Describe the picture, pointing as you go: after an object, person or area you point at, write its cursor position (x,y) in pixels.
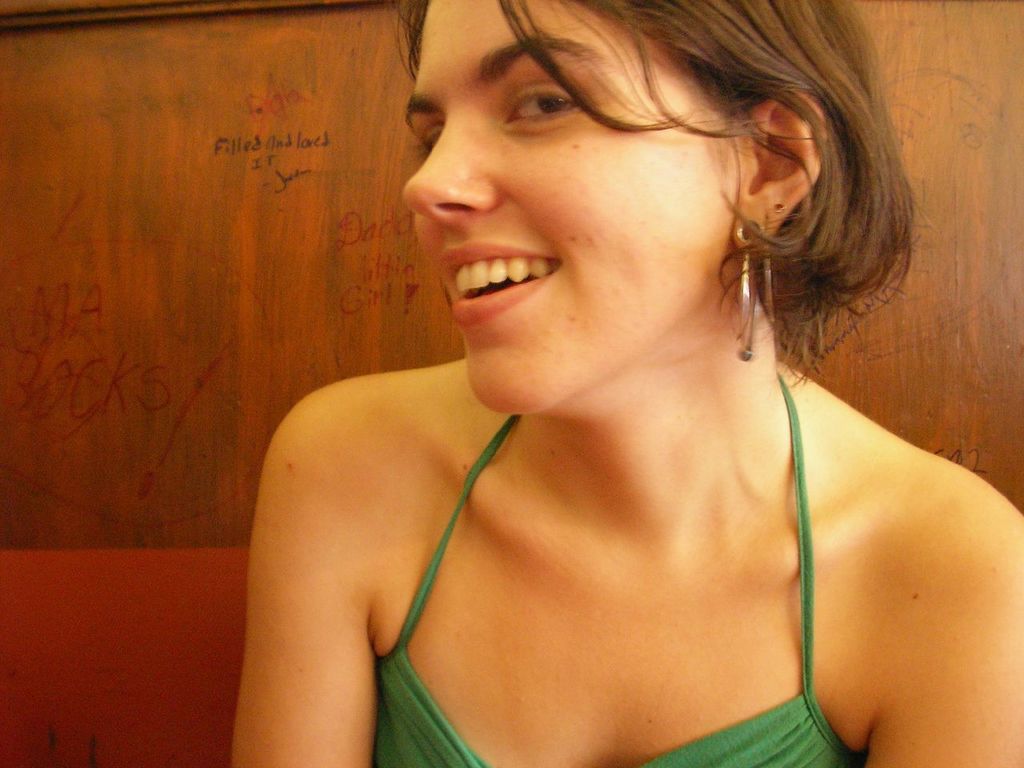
In this picture there is a girl (520,333) wearing green top (387,697) smiling and giving a pose into the camera. Behind there is a wooden panel wall (983,169).
